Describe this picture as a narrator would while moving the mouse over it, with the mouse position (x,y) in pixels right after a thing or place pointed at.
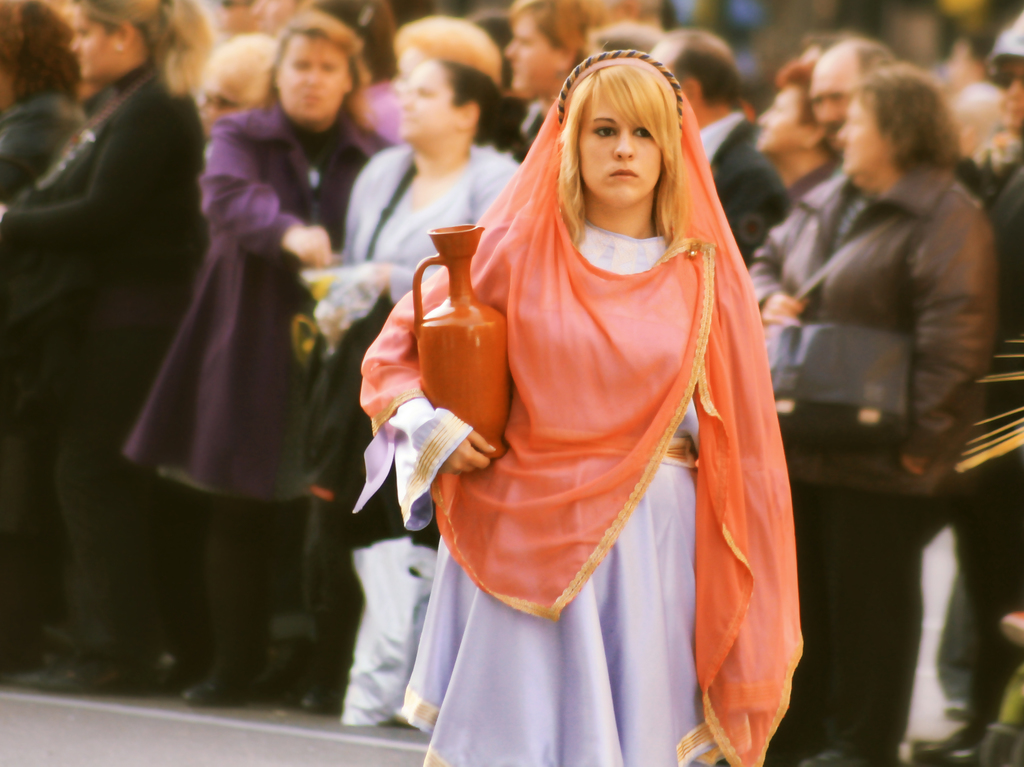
In the center of the image (398,303) there is a lady (417,722) standing and holding a vase (419,301) in her hand (468,448). She is wearing a scarf (548,239) around her head (621,54). At the background of the image (423,209) there are many people (214,365) standing.
